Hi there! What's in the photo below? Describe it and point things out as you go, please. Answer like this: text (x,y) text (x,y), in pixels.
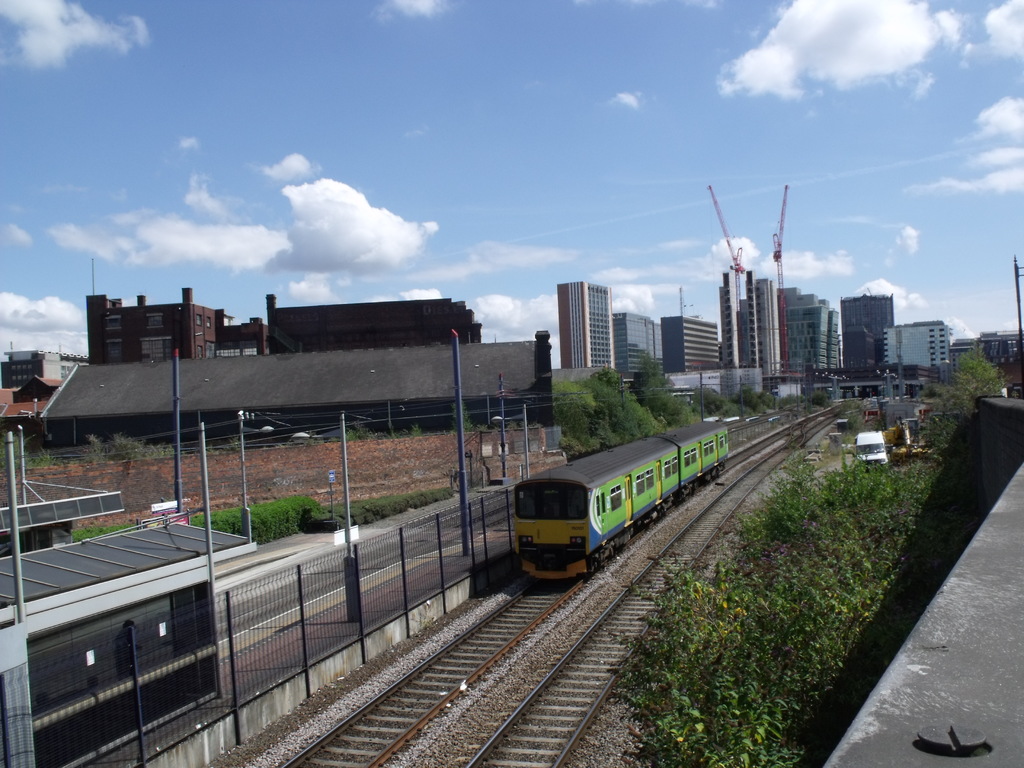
In the foreground (829,646) I can see fence (484,530), grass (904,618), plants (830,533), trees (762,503), train (603,506) on the track (512,634), metal rods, light poles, platform (375,553), wires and vehicles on the road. In the background (561,363) I can see buildings (572,372), houses (317,356), towers (573,338) and the sky (428,196). This image is taken may be during a day.
